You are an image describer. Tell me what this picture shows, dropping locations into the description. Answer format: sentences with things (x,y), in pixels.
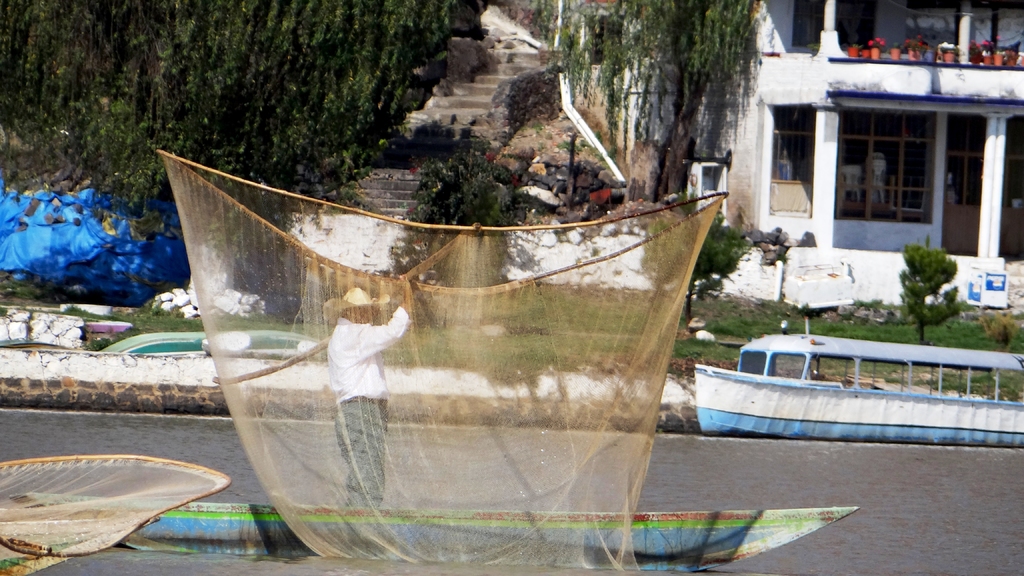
In the image on the water (831,575) there is a boat (511,533). On the boat (511,533) there is a man (352,422) standing and holding the net (254,371) in his hands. Behind him on the boat (653,531) there is a net (39,463). Behind the boat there is another boat (947,396) on the water (905,467). In the background (1014,51) there are plants (137,140), trees (338,40) and on the right side of the image (803,66) there is a building (775,63) with walls (837,76), glass windows (873,169) and pillars (825,44). And also there are steps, plants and trees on the left side of the image (133,184).
